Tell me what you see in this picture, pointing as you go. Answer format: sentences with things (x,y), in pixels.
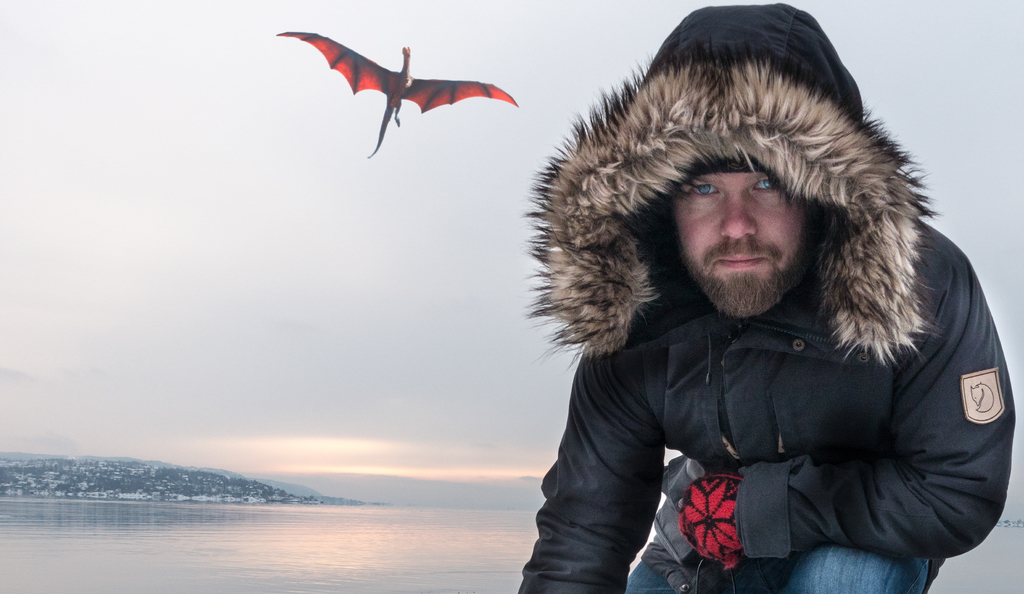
In this picture we can see a man (793,376) here, on the left side (122,502) we can see water (103,506), there is a dragon (384,78) here, we can see the sky (283,226) at the top of the picture (242,138).
